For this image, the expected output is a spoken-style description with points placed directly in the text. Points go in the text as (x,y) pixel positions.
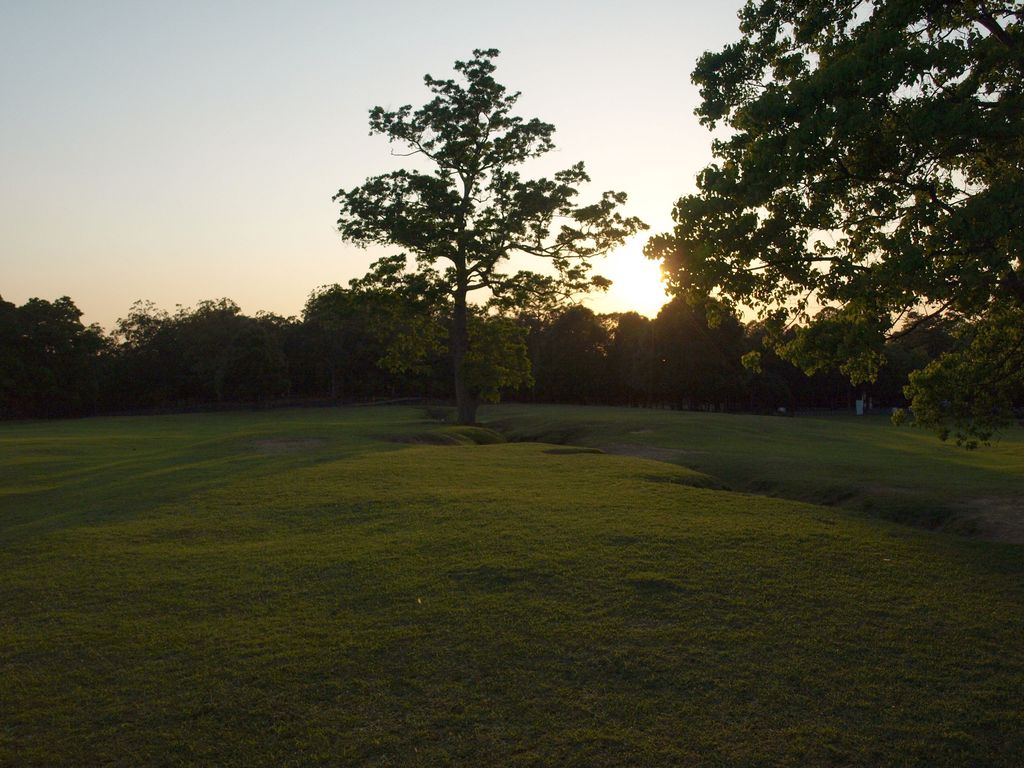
In this picture I can see there are grass (436,463), trees (421,364) and the sky (262,120) is clear with sunset.
